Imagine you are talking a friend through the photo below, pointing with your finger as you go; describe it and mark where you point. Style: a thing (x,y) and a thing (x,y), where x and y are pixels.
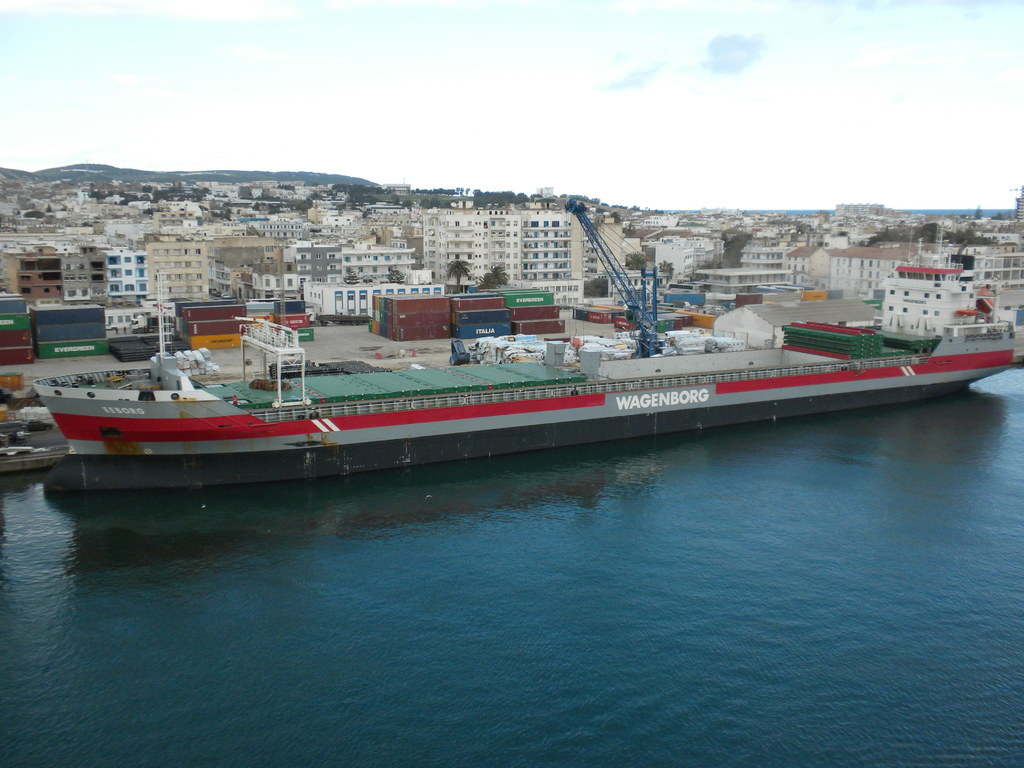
This picture is clicked outside the city. In the center (609,433) there is a ship (501,426) in the water body (457,572) and we can see the containers (625,317), metal rods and some other items (615,353). In the background (570,28) there is a sky (336,34) and we can see the buildings (336,233) and trees (143,196).
